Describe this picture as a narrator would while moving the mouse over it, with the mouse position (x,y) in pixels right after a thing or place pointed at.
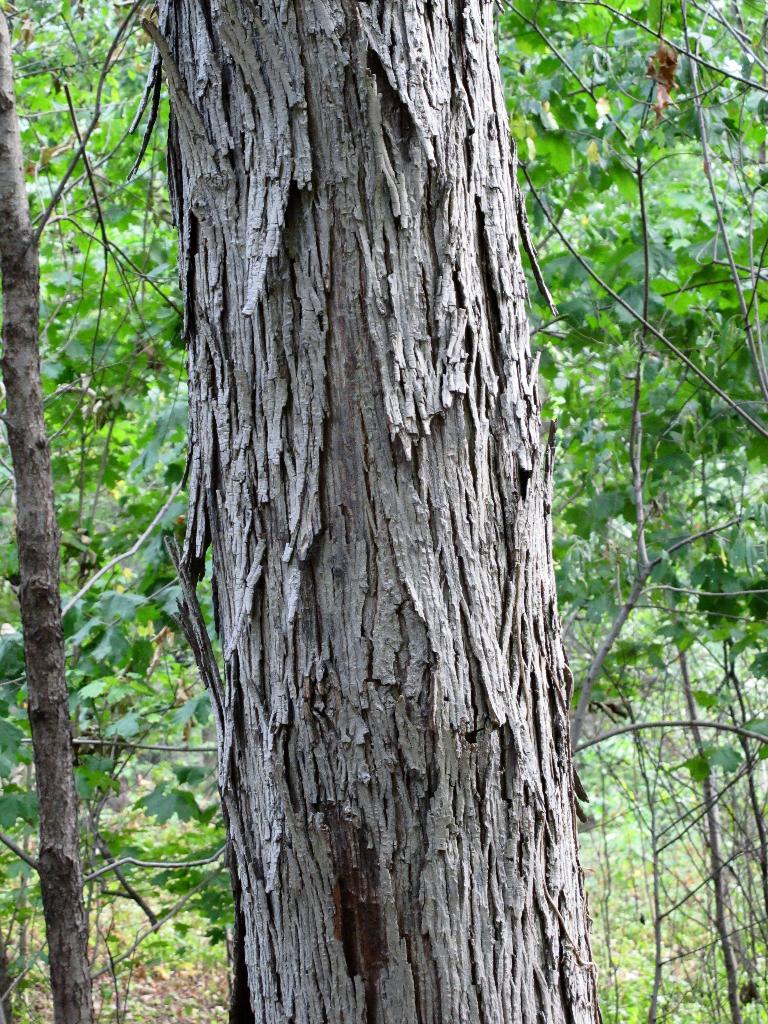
in this image in the front (260,598) there is a tree trunk (389,661) and in the background (43,460) there are trees (702,294).
